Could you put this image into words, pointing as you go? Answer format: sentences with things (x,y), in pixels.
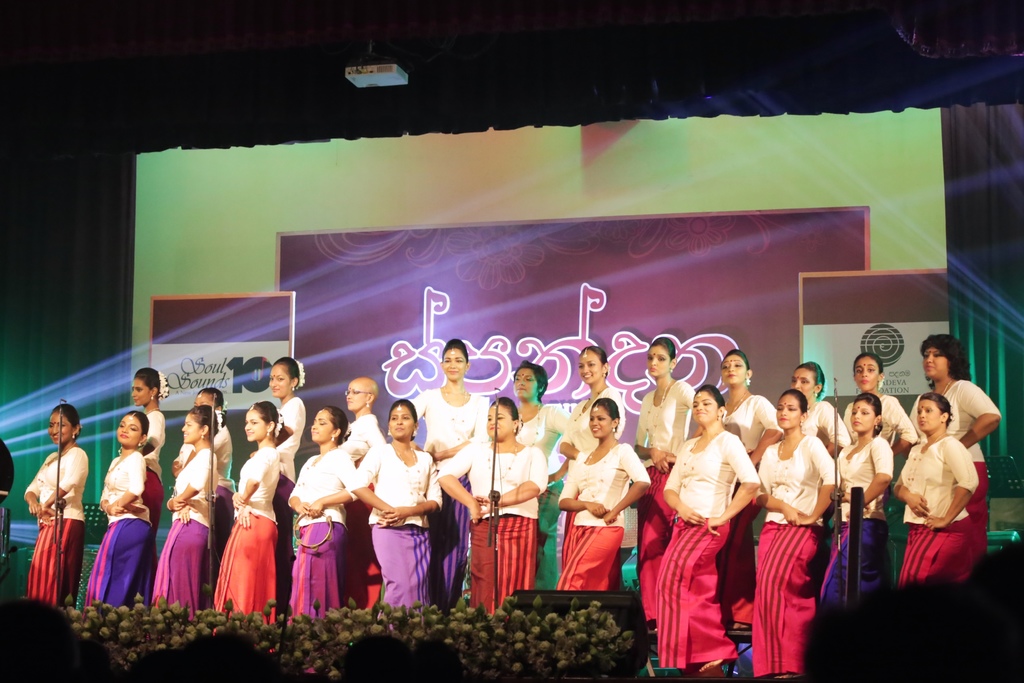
In this image I can see a stage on which there are some people (541,458) wearing white tops (475,473) and behind there is a screen (377,406).
